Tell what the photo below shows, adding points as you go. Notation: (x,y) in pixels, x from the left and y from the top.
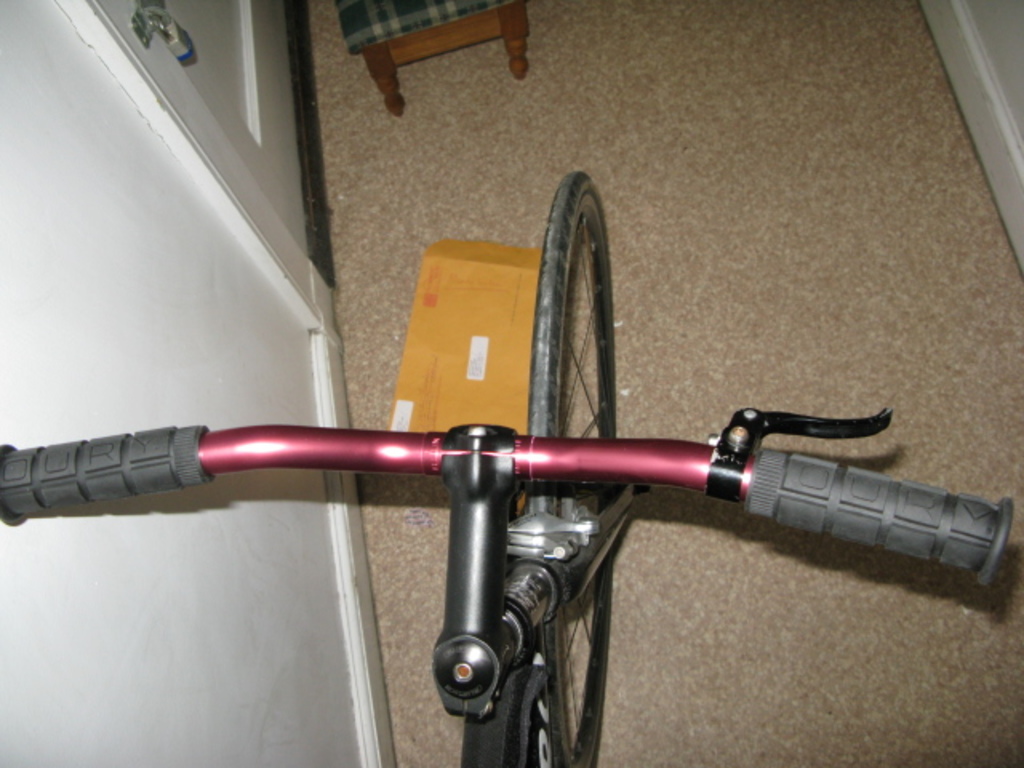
In this picture, we see a wheel (606,311) and the handle (644,464) of the bicycle (568,522). Beside that, we see a cardboard box (474,346). At the bottom (791,610), we see the floor (720,627). On the left side (198,233), we see a white wall (118,247) and a door (256,172). At the top (396,31), we see a chair (388,43). In the right top (978,115), we see a white wall (1017,118).
